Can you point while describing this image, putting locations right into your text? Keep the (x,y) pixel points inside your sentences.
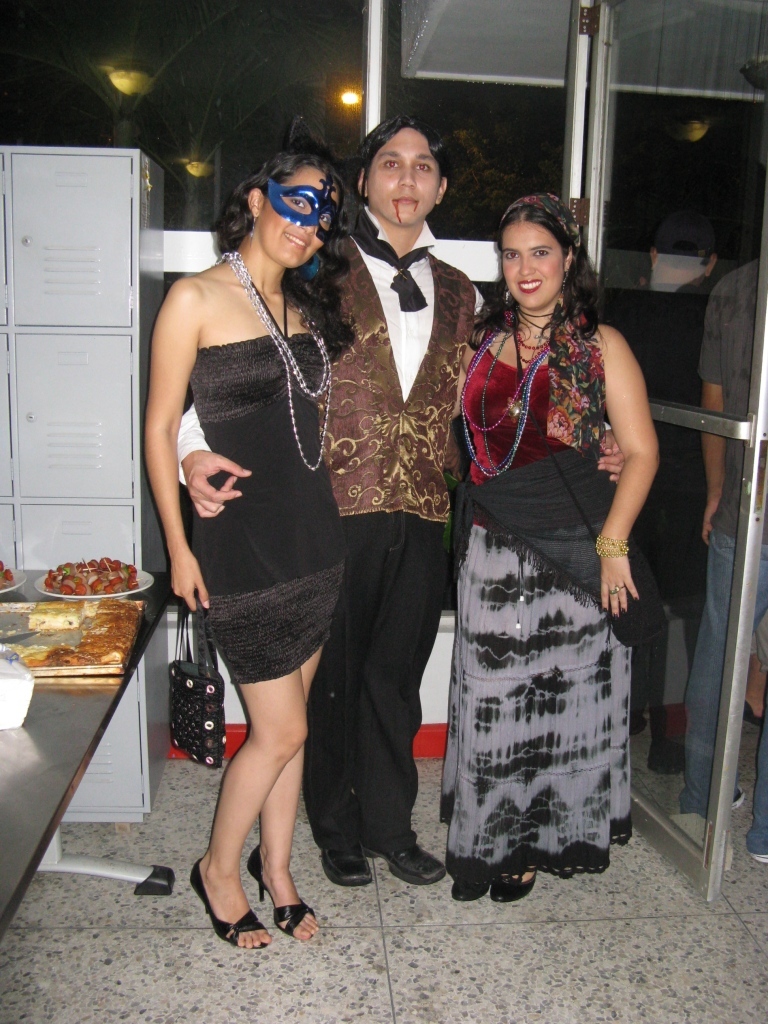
This picture shows few people (469,300) standing a man (408,364) and couple of women (482,649) and they wore ornaments (510,404) on their neck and we see a woman (231,668) holding a handbag (199,717) and we see food (109,583) in the plates (14,579) and napkins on the table (164,583) and we see a locker box (139,541) on the side and a woman (215,620) wore mask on the face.
